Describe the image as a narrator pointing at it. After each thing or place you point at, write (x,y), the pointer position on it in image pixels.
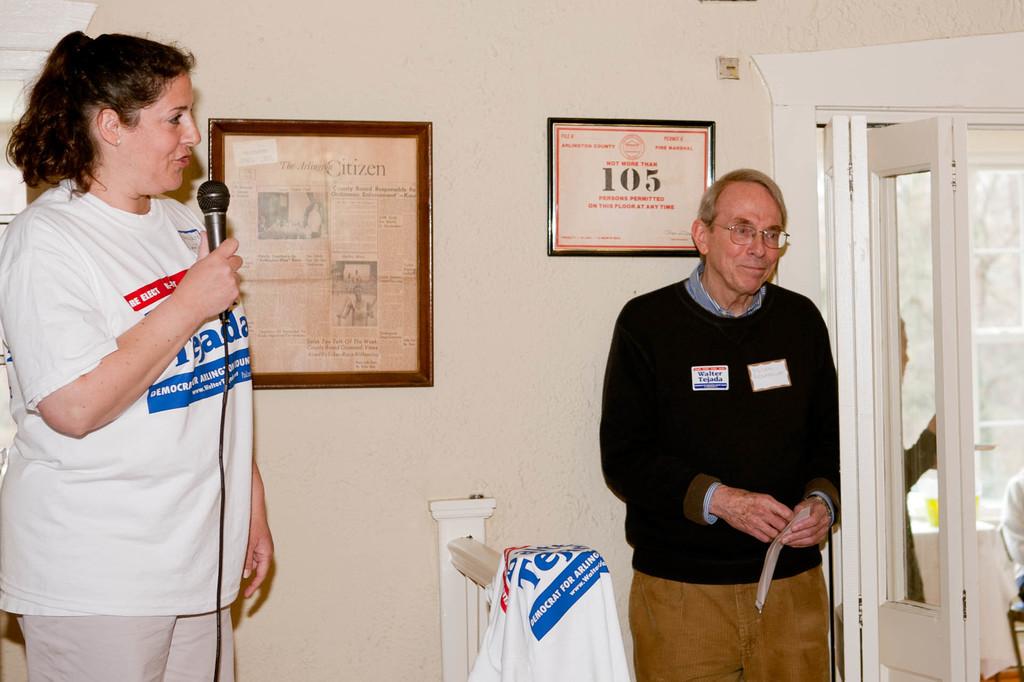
In the picture we can see a woman (179,620) and an old man (713,679) are standing, the woman (131,236) is holding a microphone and talking something and she is wearing a white T-shirt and a man (712,210) is wearing a black sweater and in the background (298,176) we can see a wall (424,584) with some photo frame (376,227) and certificates (642,174) in it.
